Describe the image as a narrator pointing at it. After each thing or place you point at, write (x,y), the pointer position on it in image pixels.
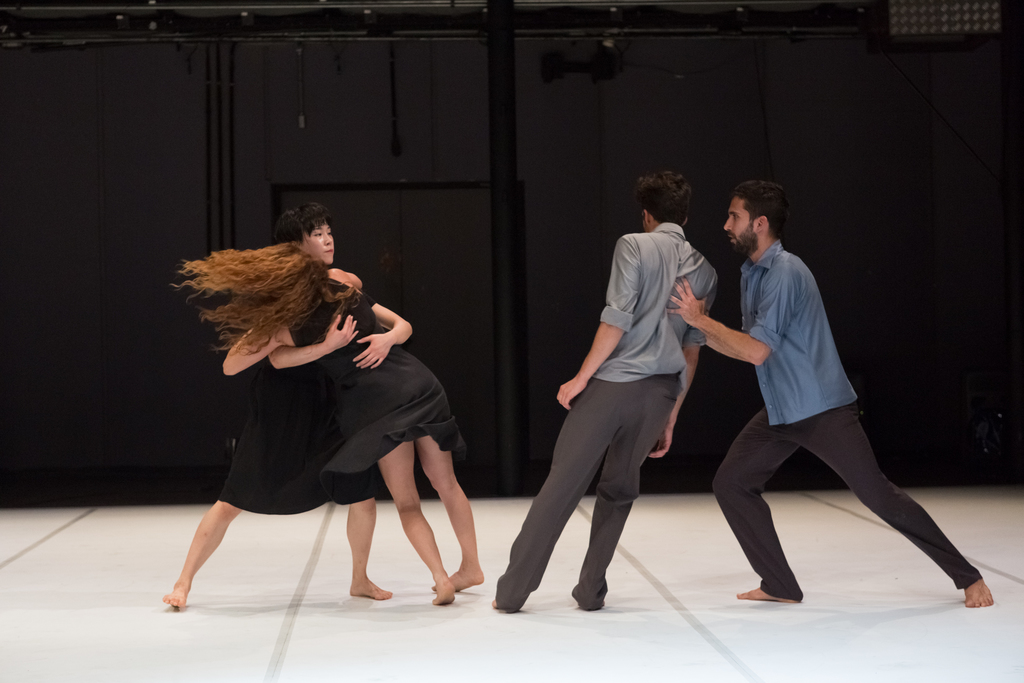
In this picture, it looks like there are four people (446,430) dancing on the floor (477,526). Behind the people (415,366) there is the black wall (445,84) and at the top (933,24) there are some objects (953,22).
